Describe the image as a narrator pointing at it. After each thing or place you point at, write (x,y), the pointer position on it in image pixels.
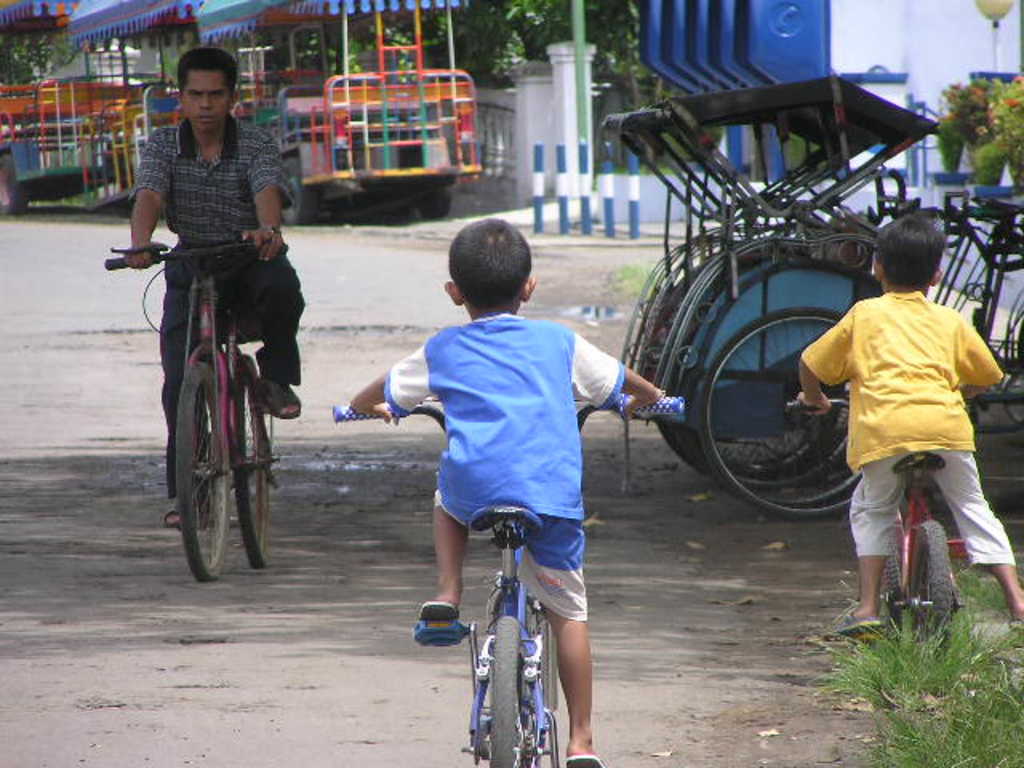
In this image there are three person (199,166). The image is clicked on the road (340,611). To the right (852,339), there is a kid (886,307), he is wearing a yellow shirt (962,342). In the middle (552,463), the kid (437,488) is wearing blue t-shirt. To the left (170,166) the man (266,156) is wearing a black pant (188,301). In the background (434,156), there are three vehicles (260,113). At the bottom right (987,712), there is grass (928,710).
